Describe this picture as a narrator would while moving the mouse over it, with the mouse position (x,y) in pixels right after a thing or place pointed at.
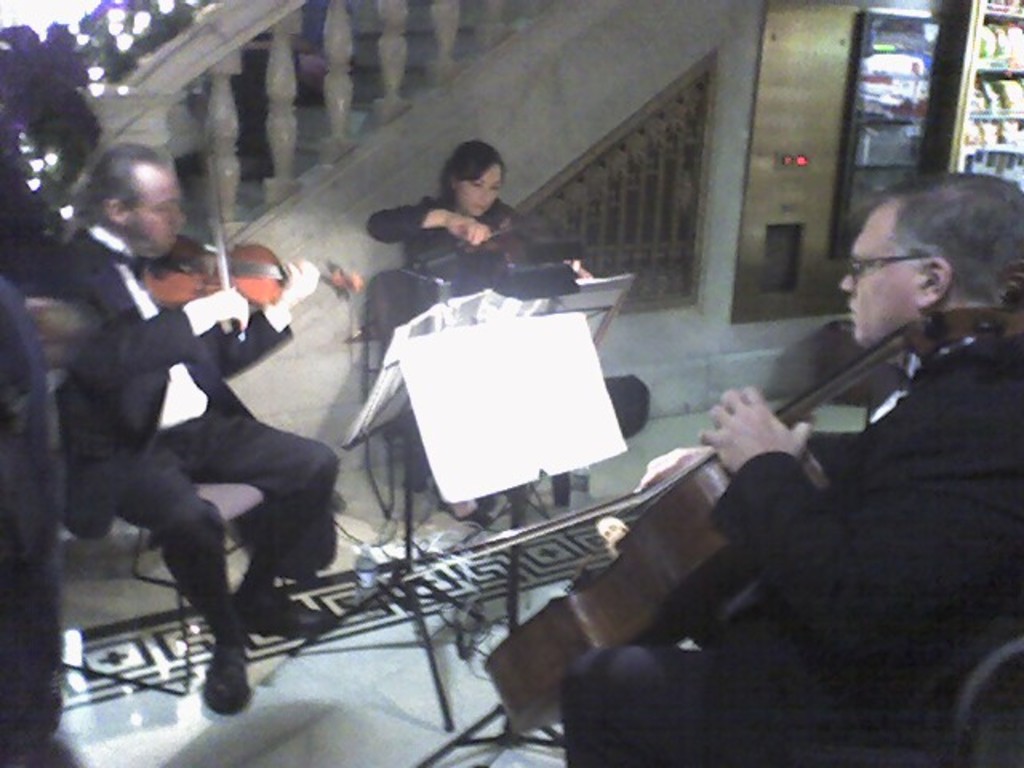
In this image we can see group of persons (284,314) wearing coat (736,487) are holding musical instruments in their hands (244,305). In the center of the image (518,381) we can see a book (500,394) placed on a stand (510,586). In the background (1011,50), we can see group of items (985,85) placed in racks (994,150) and a staircase (230,97).
